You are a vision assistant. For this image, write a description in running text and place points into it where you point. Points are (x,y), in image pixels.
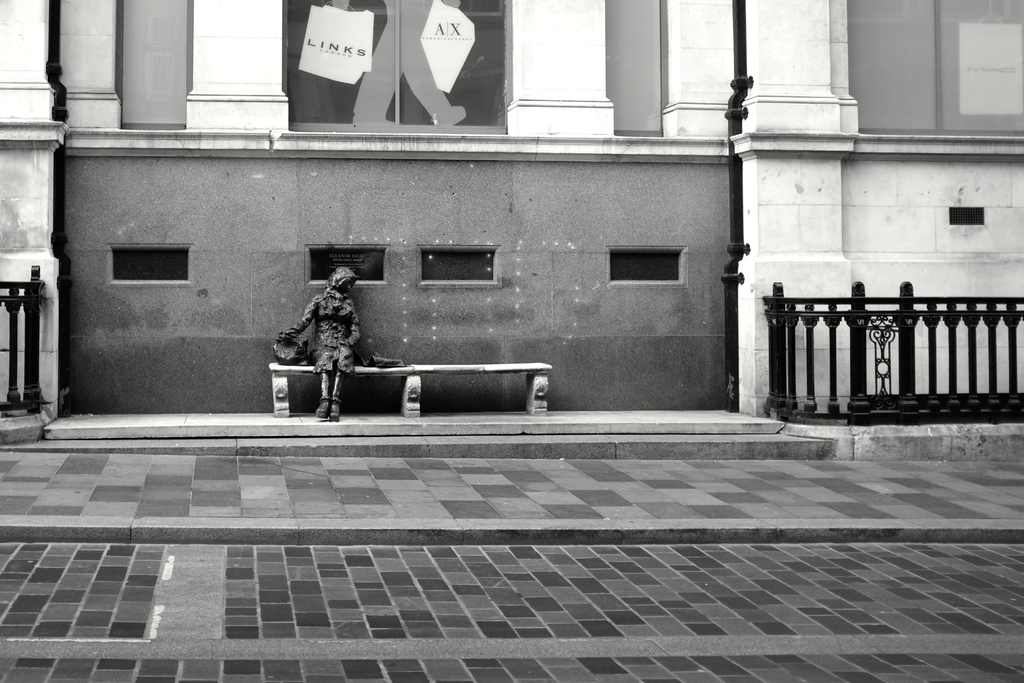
It is a black and white image and a statue (334,318) is sitting on a bench (538,385) in front of a big wall (191,167) and there are some pillars (588,72) beside the wall (201,395).
